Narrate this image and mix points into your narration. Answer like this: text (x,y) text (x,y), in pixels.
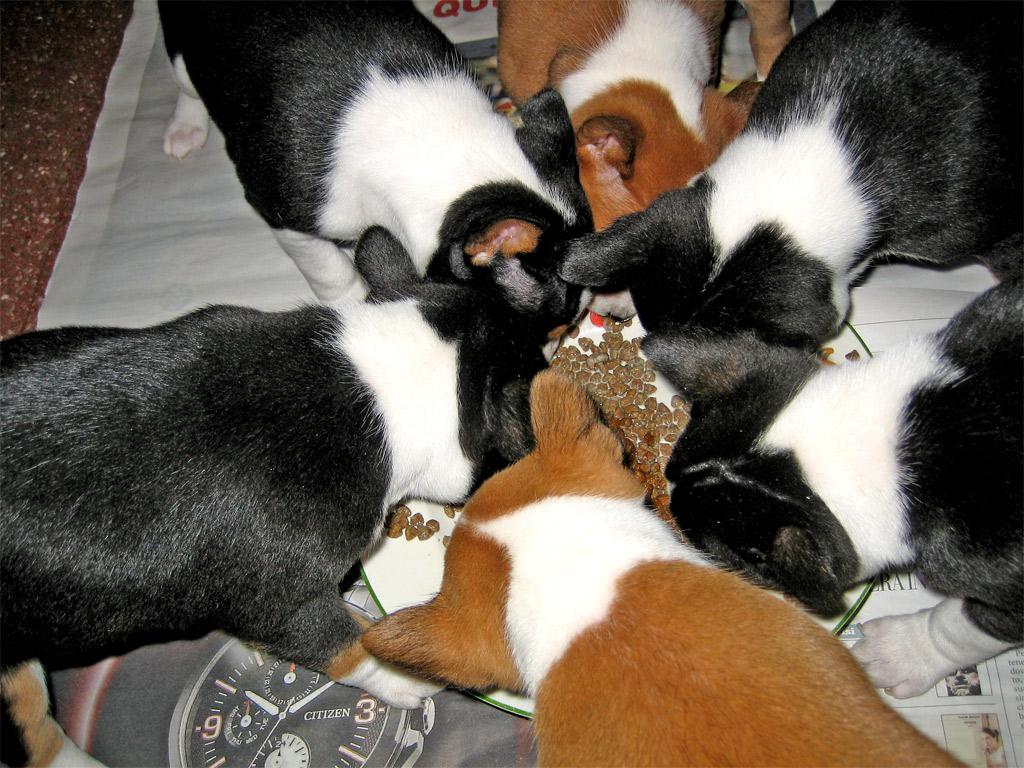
In this image, we can see dogs (536,226) eating food (606,341).
